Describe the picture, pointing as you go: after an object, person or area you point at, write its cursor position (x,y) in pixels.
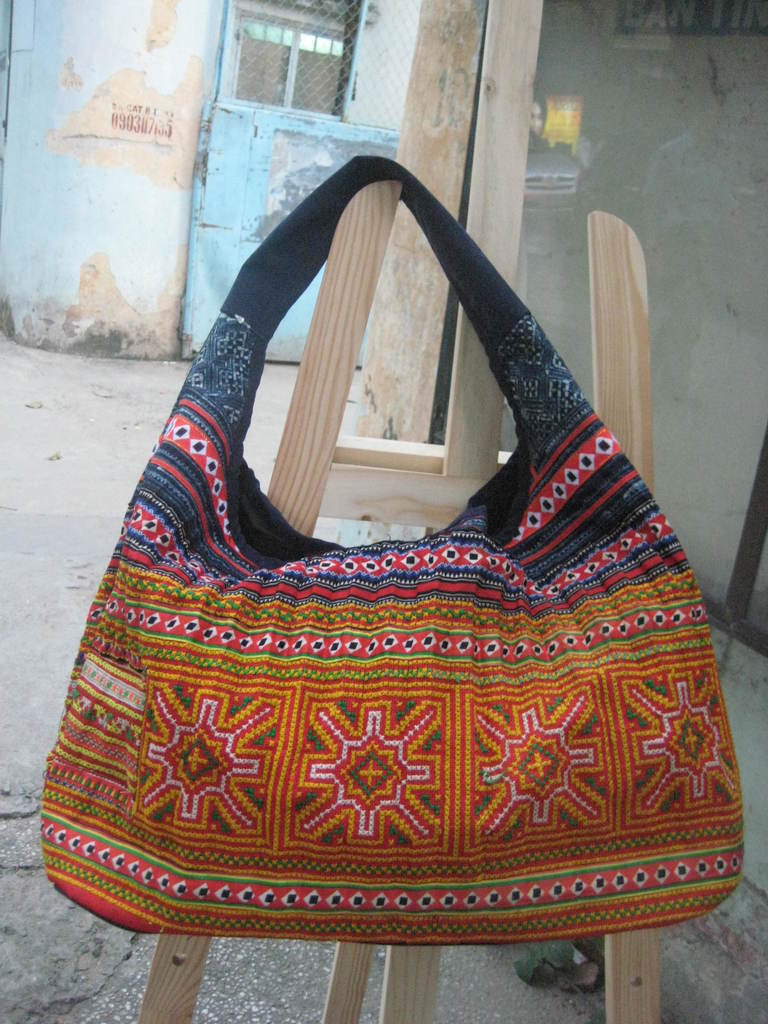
This is a cloth handbag (413,636) with embroidery design (415,834) on it. This hand bag (227,367) is hanging to the wooden stick (352,371). At background (273,211) I can see a blue color door (269,164).
